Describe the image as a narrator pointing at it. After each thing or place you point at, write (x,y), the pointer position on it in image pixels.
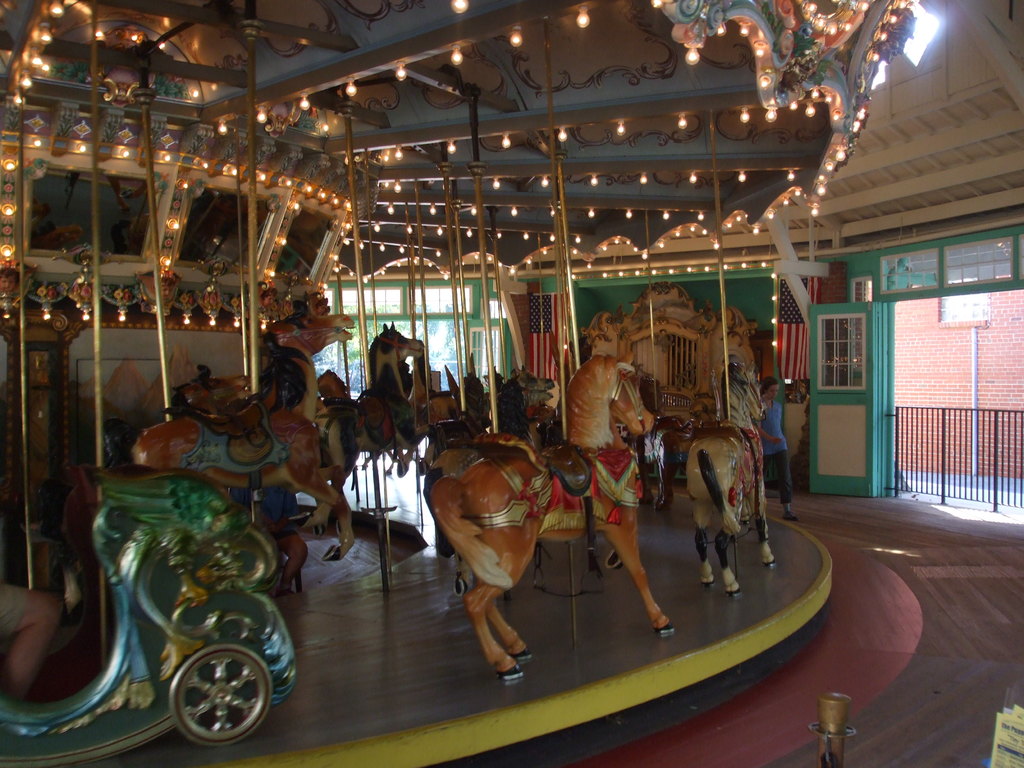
In this image we can see a carousel (312,409) with many toy horses (412,430), poles (96,364) and lights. On the right side (837,372) there is a door (845,417) and railing (935,435). Also we can see a person (773,422). There are flags (795,351). And there is a wall (754,307) with painting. In the background (940,352) there is a brick wall (936,359).
